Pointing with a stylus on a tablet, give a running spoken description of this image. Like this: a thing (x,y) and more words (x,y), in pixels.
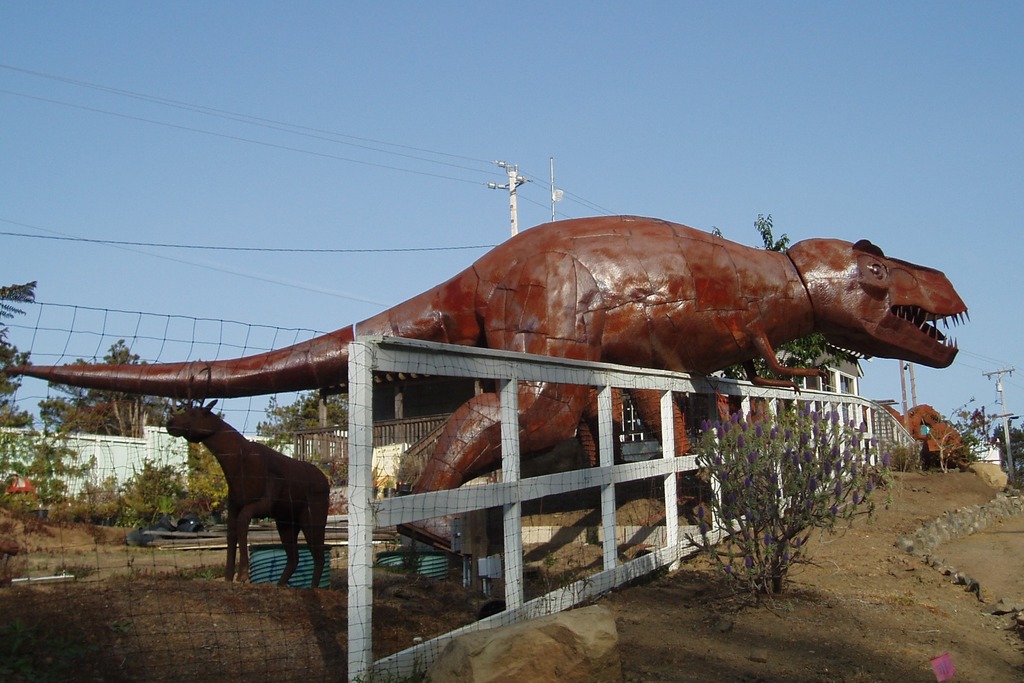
At the bottom of the image (822,641) on the right side (887,526) there is ground (839,666) with small plant (755,567) and stone (608,634). Beside the ground (620,645) there is net (156,339) and also there is fencing (619,470). Behind the fencing (665,404) there are statues of animals (283,528). And also there are small plants (97,504). Behind the plants (6,443) there is a wall (99,444). Behind the wall (86,451) there are trees (116,419) and also there are electrical poles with wires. At the top of the image (431,125) there is sky (540,154).
